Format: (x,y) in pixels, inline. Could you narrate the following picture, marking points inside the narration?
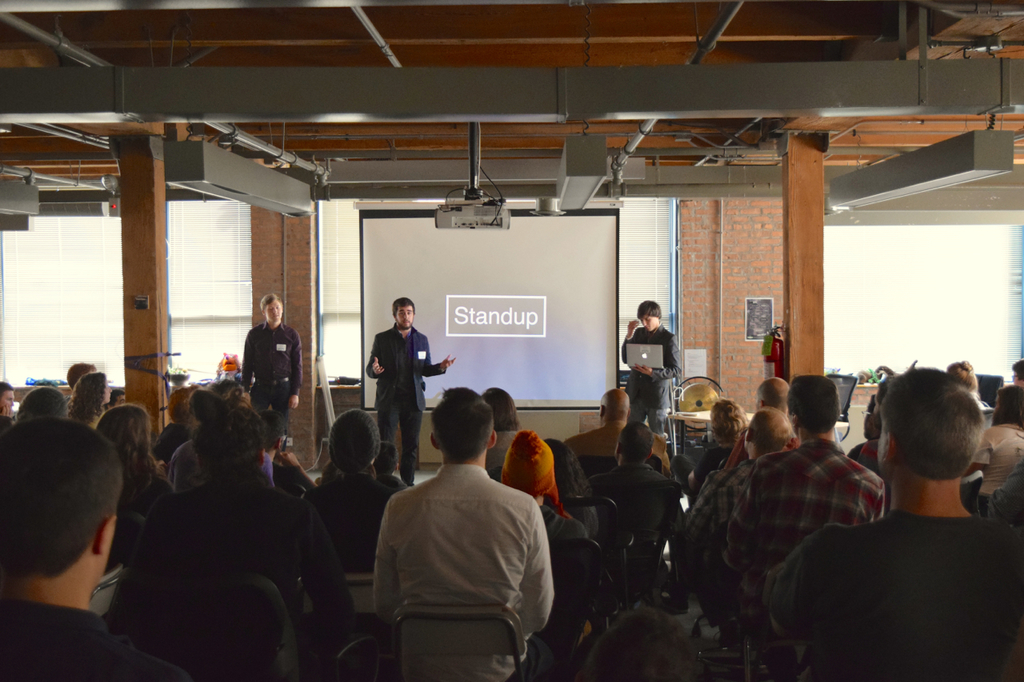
In this image there are a group of people (388,457) sitting on chairs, and there are some people (373,358) standing and one person (400,351) is talking and one person (651,336) is holding a laptop (647,360). And in the center (512,275) there is a screen (458,247) and projector (454,208), and also we could see some pillars (149,285), cylinder (773,348), table (686,421), pipes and some objects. And there are windows (93,331), blinds (825,256) and wall (757,255). At the top (391,90) there is ceiling (105,135) and some poles (130,91).
